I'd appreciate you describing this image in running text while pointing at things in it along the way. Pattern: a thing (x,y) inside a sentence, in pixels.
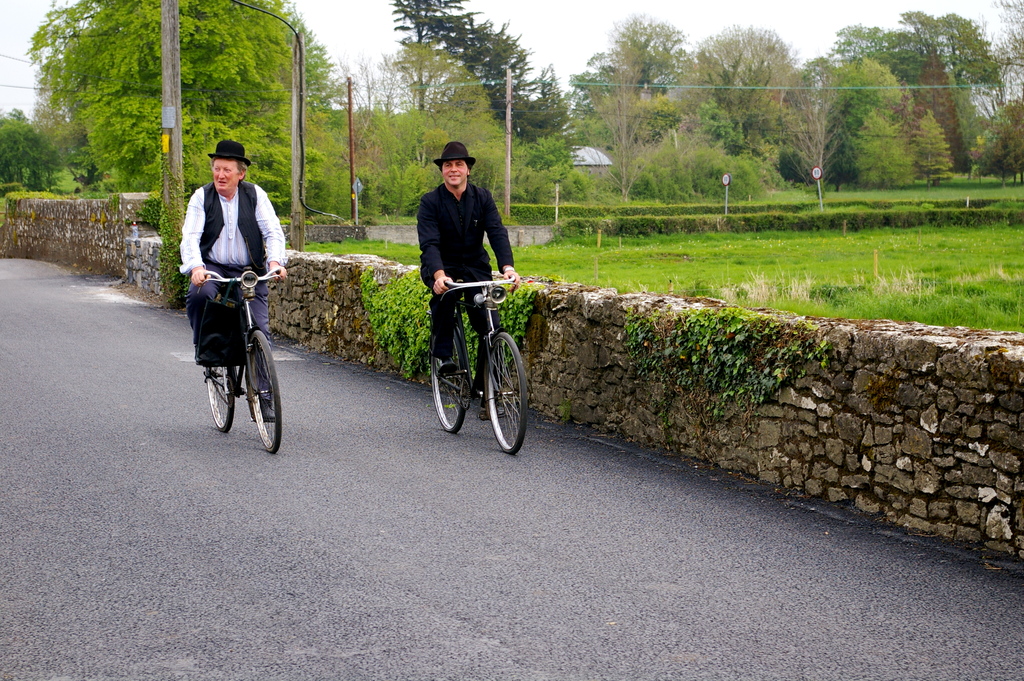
This picture shows a man (281,232) and a man (436,320) riding a bicycle (484,298) on the road (249,417) and we see few trees (230,122).
